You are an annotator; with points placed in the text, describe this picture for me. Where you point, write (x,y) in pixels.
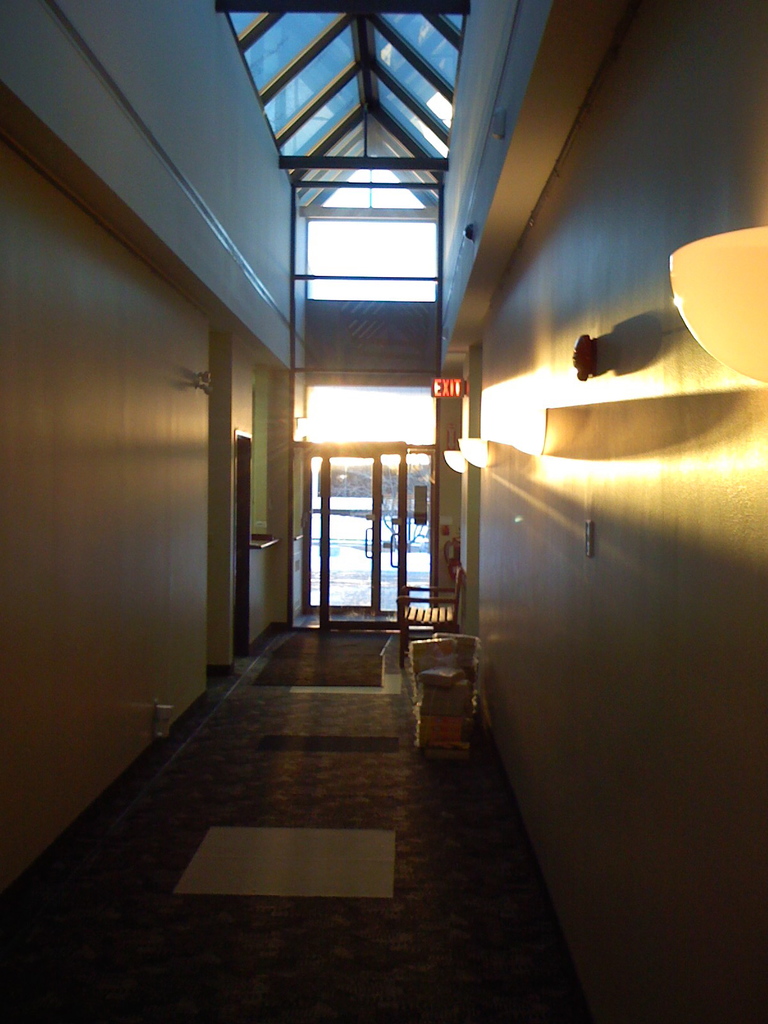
In this picture there is architecture (541,584) in the image and there are lights (739,295) on the right side of the image (759,291).
